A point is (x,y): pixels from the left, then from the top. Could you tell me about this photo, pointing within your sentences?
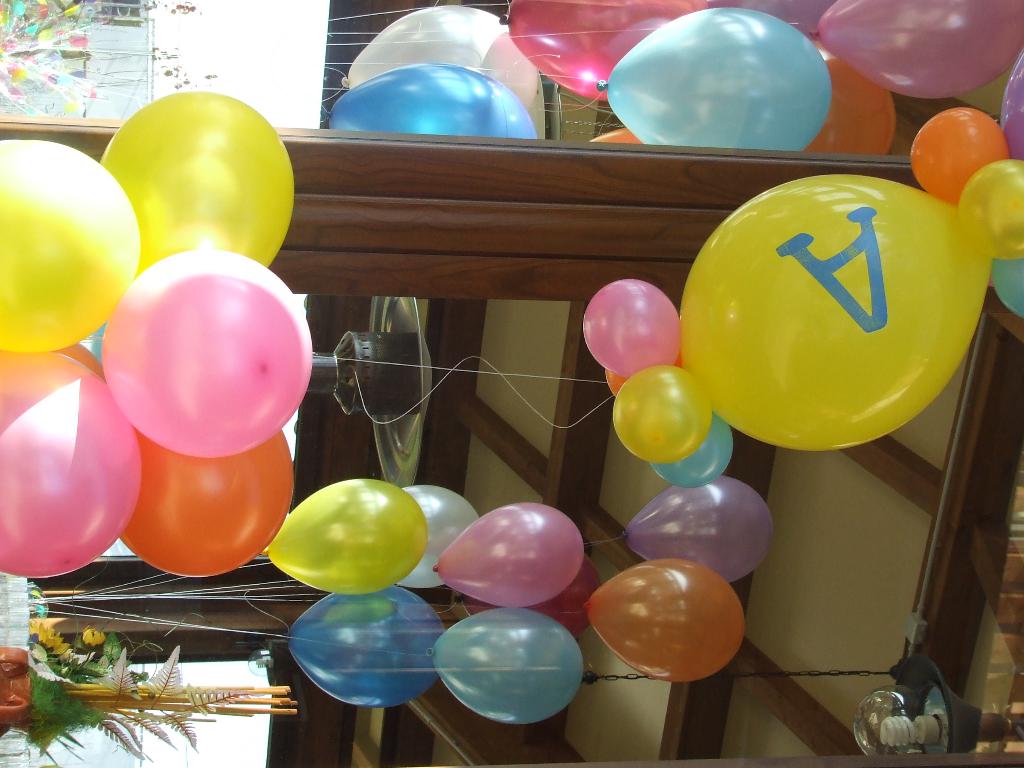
In the image there are many balloons (110,486) in a room (866,483), on the left side (19,639) corner there is a table (8,603) with plants (69,716) on it, this is a inverted image, there is a light (906,734) over the ceiling (852,695), the roof (852,721) is of wood (669,760).
